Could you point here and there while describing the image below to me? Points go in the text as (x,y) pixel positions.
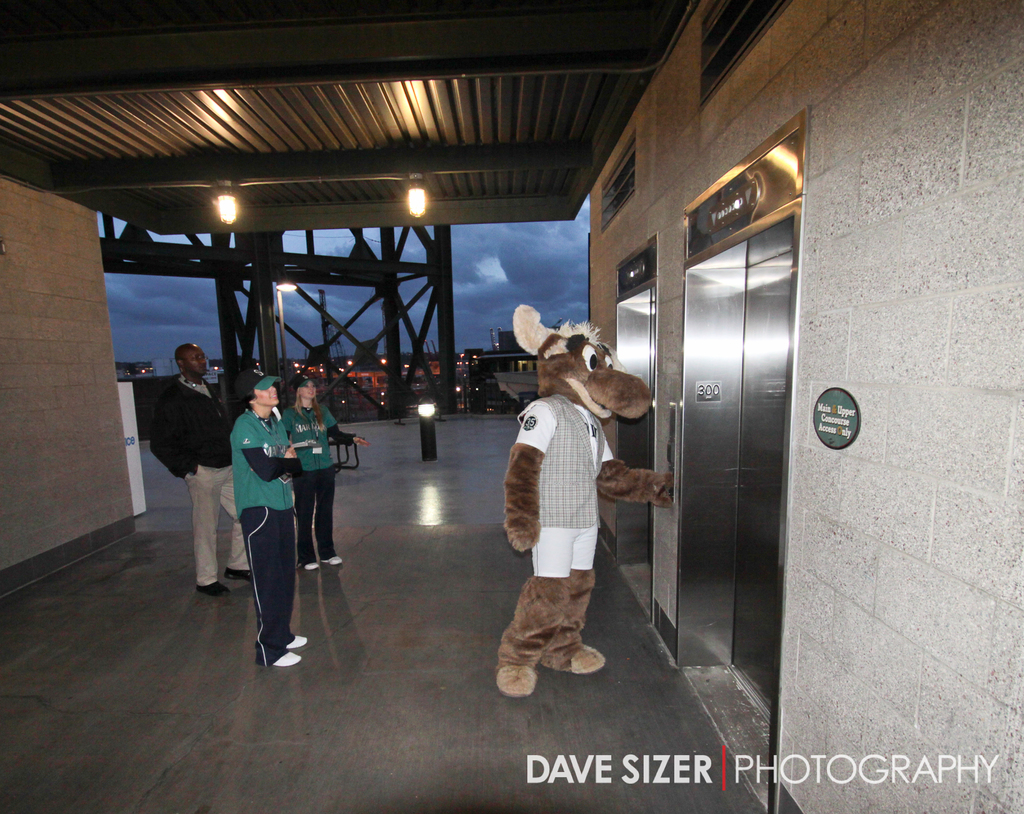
In this image I can see four persons (220,445) standing. The person (236,452) in front (250,456) wearing green and black color dress (264,457), and the person (558,457) at right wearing cartoon dress (598,405). At the back (326,371) I can see railing (345,394), few buildings (524,390), at top (474,269) I can see few lights (225,218) and sky (474,256) is in blue color.
